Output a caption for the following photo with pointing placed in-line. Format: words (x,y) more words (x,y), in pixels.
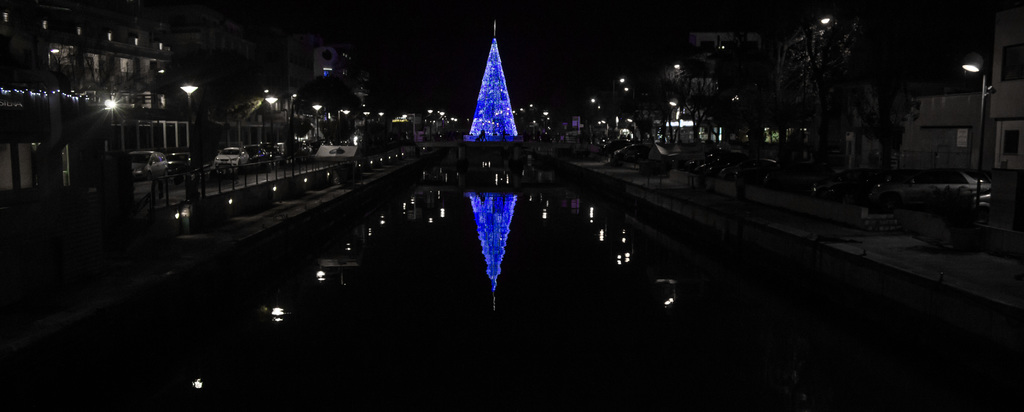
There is water (431,216). On the sides there are trees (327,106), buildings (208,87) and light poles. In the back (493,139) there is a tower (481,100) with lights (485,90). On the water (506,194) there are reflections (497,218) of tower (493,108) and lights (599,235).
